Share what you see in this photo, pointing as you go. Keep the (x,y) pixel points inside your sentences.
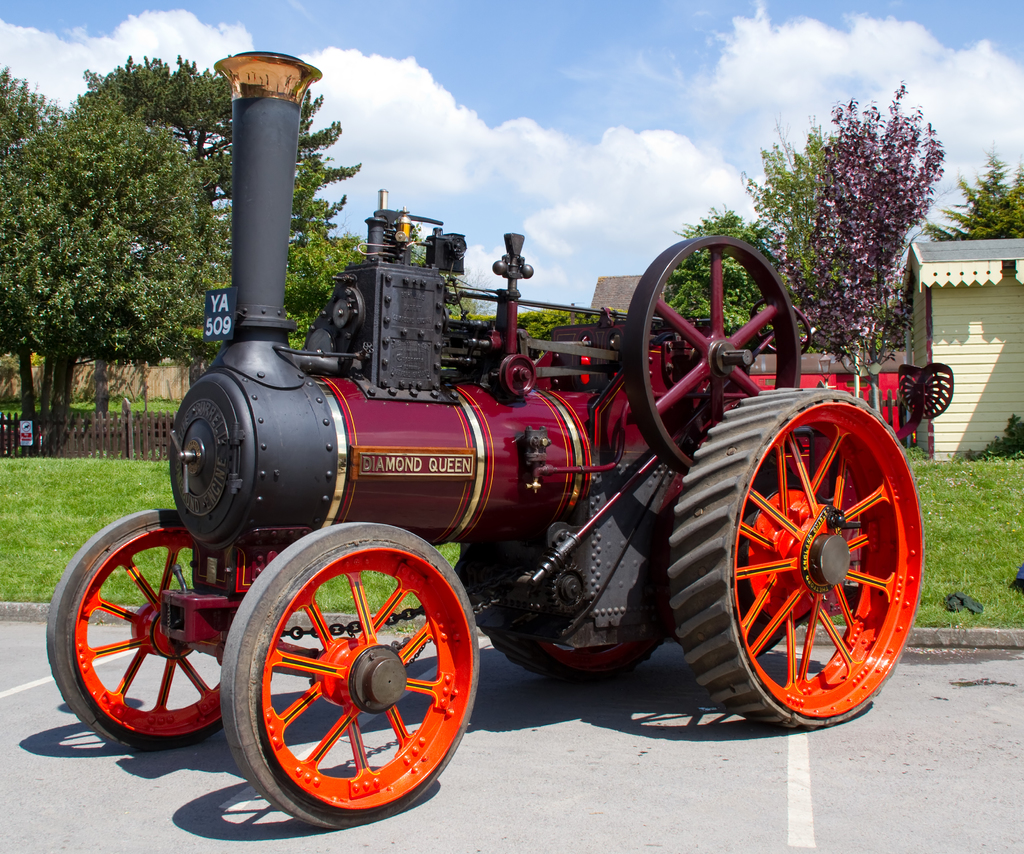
In this picture we can observe an engine (419,376) of a vehicle (337,443) which is in maroon color. The wheels (341,661) of this engine (442,444) are in orange color. There is some grass (99,504) on the ground (951,531). In the background (796,257) there are trees (136,278) and a sky (480,175) with some clouds (413,108).
